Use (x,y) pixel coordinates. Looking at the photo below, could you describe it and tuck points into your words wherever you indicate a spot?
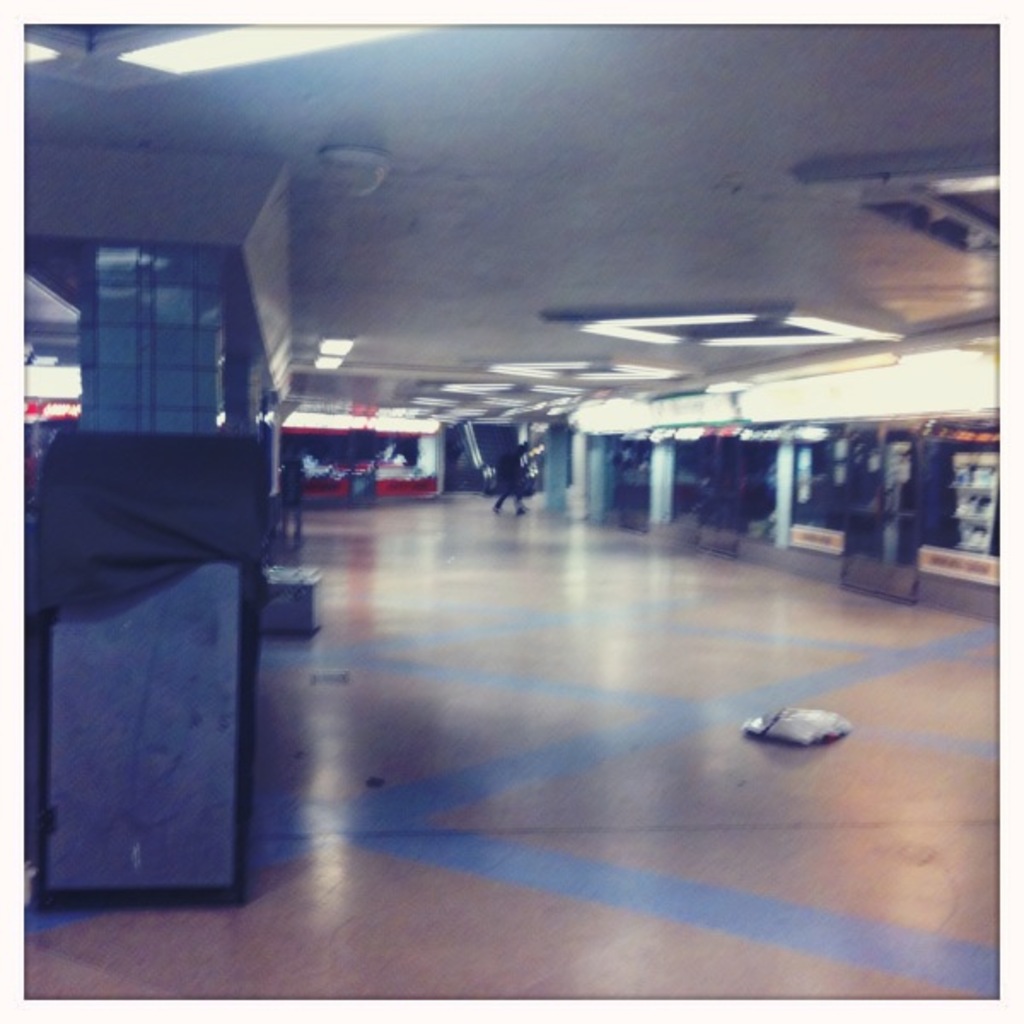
In this picture I can see lights (920,202) on the ceiling (560,187). In the background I can see a person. In the front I can see an object (774,719) on the ground (728,725).
